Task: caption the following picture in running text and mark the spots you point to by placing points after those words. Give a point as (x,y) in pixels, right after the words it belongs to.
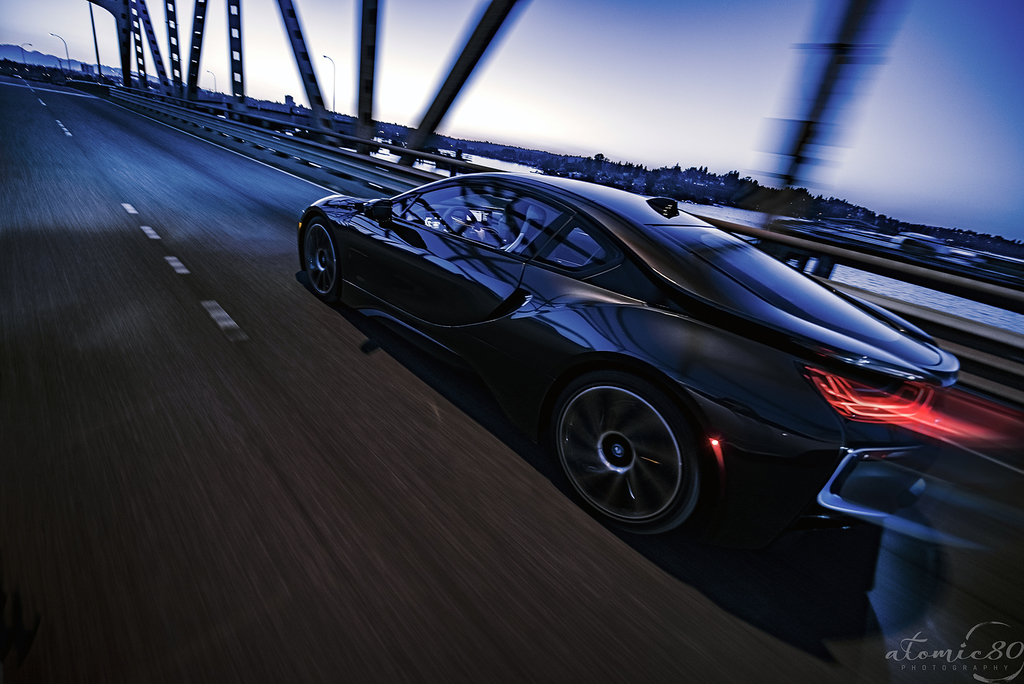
This picture shows a black car (502,320) moving on the bridge (258,210) and we see water (497,162) and trees (736,178) and few pole lights (336,97) and a clear sky (646,69) and we see a watermark (1004,680) at the bottom right corner of the picture (1006,644).
